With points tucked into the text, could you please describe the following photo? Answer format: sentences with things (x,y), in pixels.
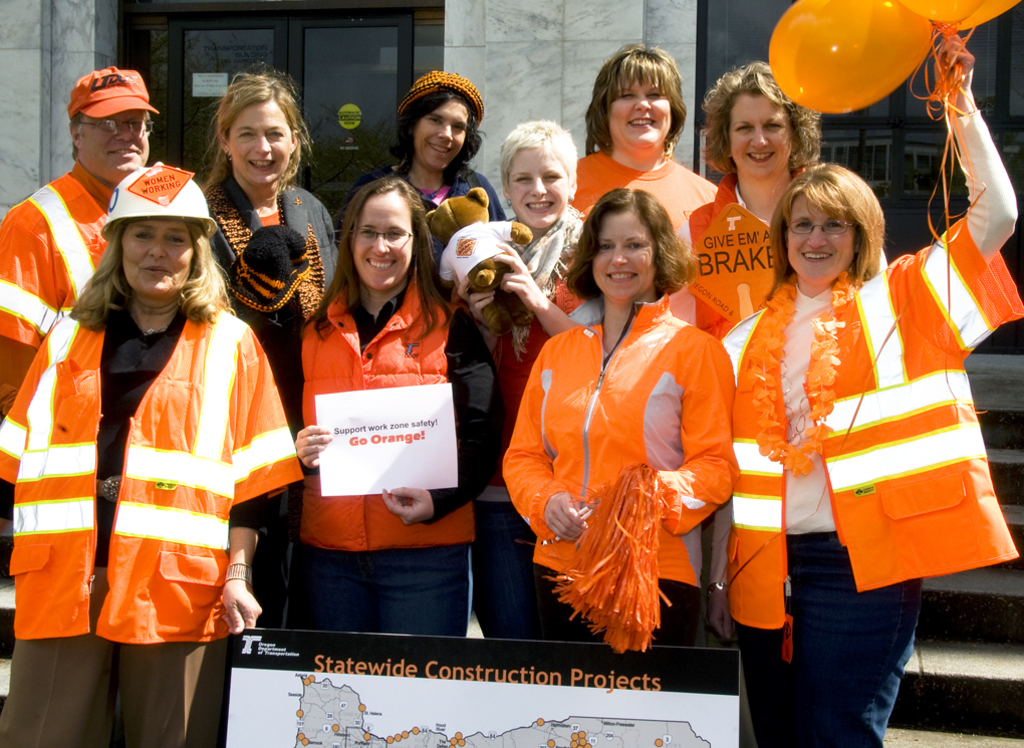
In this image we can see there are a few people (364,356) standing with a smile on their face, one of them is holding a paper (420,438) with some text (406,435), beside this girl (420,274) there is another girl (511,261) holding a toy (477,267). On the right side (933,338) there is a lady (921,338) holding balloons (842,48), beside this girl (866,381) there is another girl (592,452) holding ribbons (612,513) in her hand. At the bottom of the image (520,732) there is a banner (536,654). In the background (462,54) there is a building (637,3).
